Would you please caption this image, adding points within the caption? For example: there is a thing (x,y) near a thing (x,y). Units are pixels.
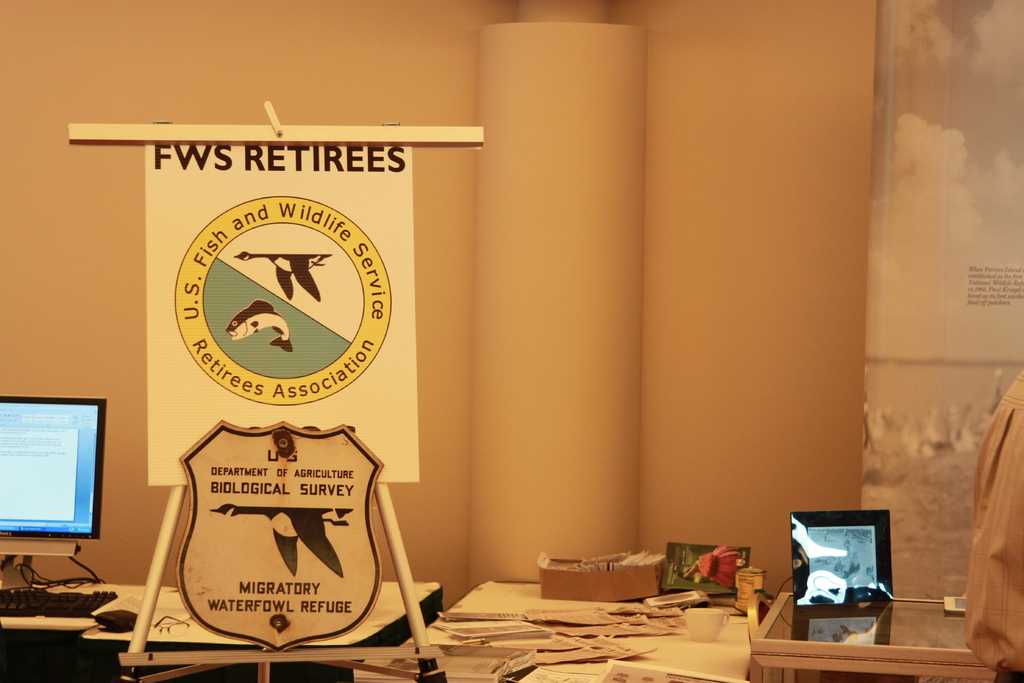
In the image in the center (374,394) we can see sign boards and tables (731,668). On the tables (703,662), there is a monitor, keyboard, mouse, box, tab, books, papers (649,632) and few other objects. In the background (641,385) there is a wall (681,270) and banner (957,323).
